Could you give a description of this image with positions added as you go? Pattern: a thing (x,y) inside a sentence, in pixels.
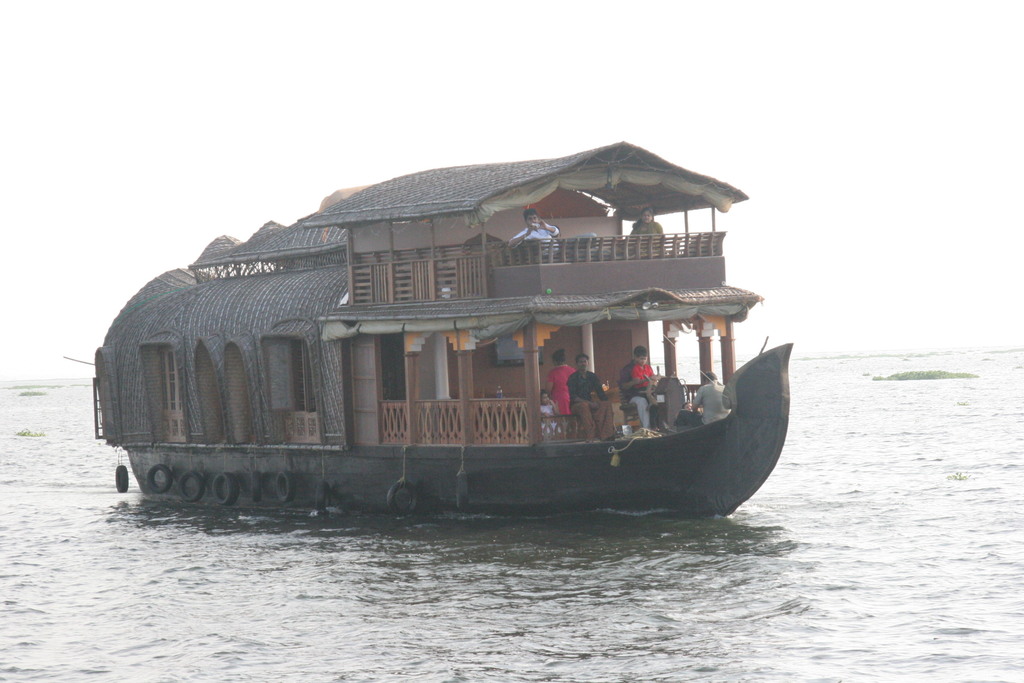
In this image we can see there is a ship (509,314) on the water (613,523) and there are persons (644,389) in it and holding an object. And there are tires (393,509) tied to it.
